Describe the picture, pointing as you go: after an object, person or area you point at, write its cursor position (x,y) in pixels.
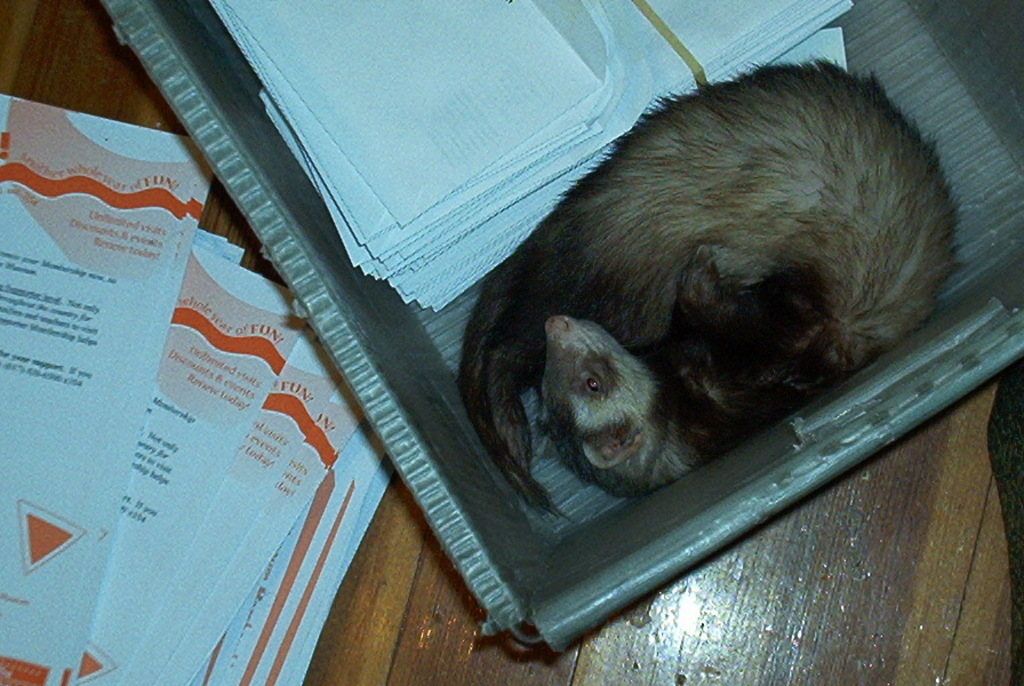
This picture shows a animal (607,388) in the box (368,285) and we see papers (500,124) in the box (372,297) and some papers (257,350) on the floor (321,655).
